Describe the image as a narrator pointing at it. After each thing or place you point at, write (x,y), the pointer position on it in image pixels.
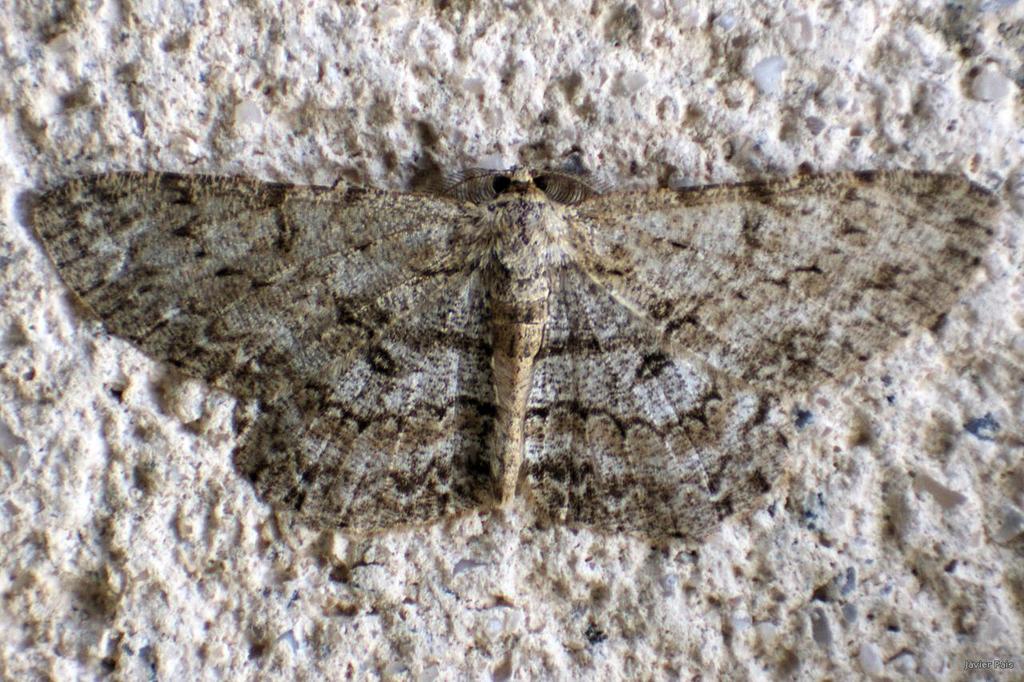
In this image there is a butterfly (484,363) on the floor (453,137).
